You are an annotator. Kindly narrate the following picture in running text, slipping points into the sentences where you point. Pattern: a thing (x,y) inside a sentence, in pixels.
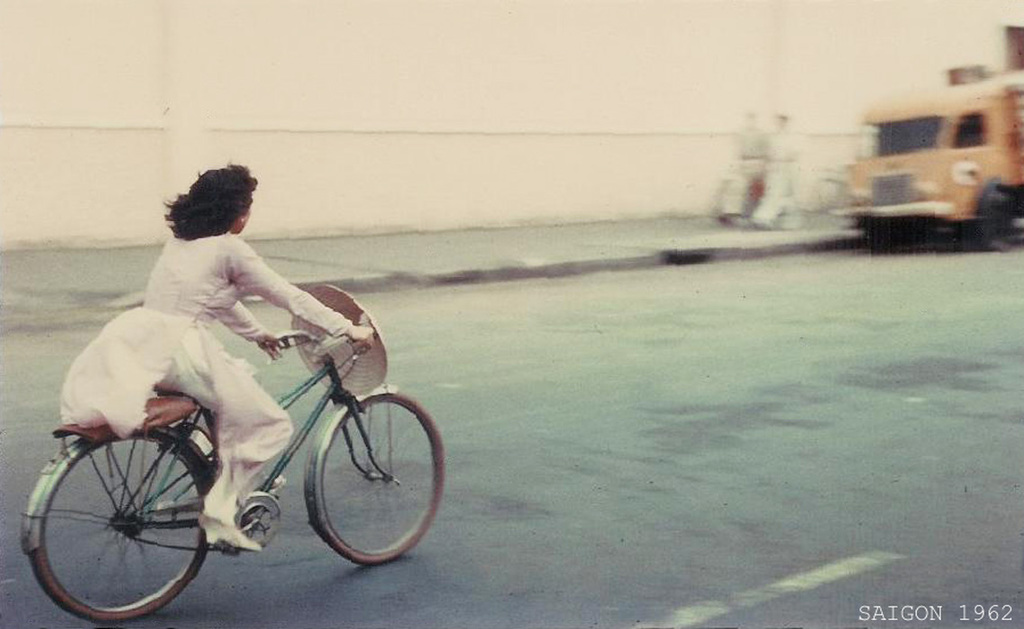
In this picture I can see a person (248,213) riding a bicycle (381,474) on the road (496,446), there is a hat (345,291), there is another vehicle (987,142) on the road (934,311), there are two persons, there is a wall (608,50) and there is a watermark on the image.
